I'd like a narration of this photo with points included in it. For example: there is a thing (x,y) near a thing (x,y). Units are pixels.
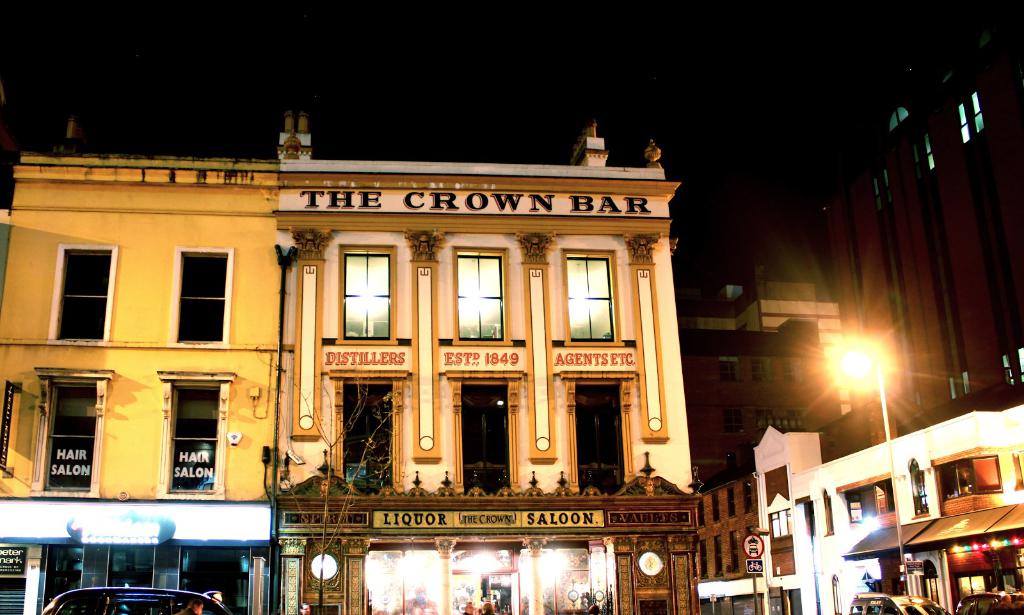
In the center of the image (390,308) there is a building (314,505). There is a store (530,570). To the right side of the image (797,491) there are buildings (898,389). There is a street light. At the bottom of the image (161,594) there is a car (81,590).
